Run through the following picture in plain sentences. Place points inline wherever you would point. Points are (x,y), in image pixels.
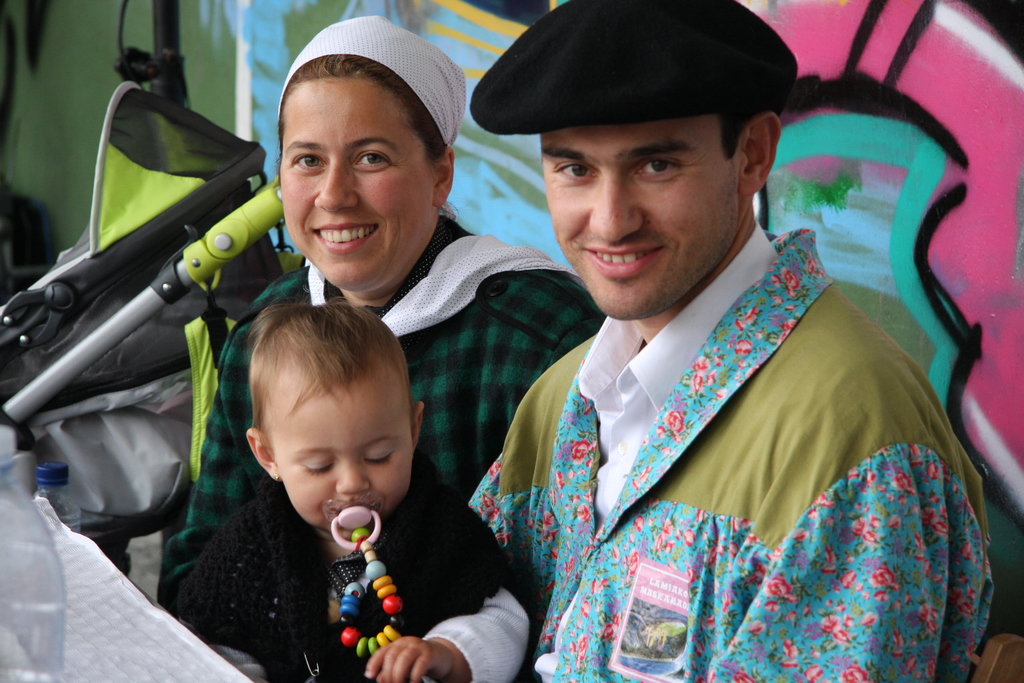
In this image I can see two persons (502,293) and a child (389,426) are sitting and a stroller (227,255) which is black, green and grey in color. I can see the colorful background (105,61).
